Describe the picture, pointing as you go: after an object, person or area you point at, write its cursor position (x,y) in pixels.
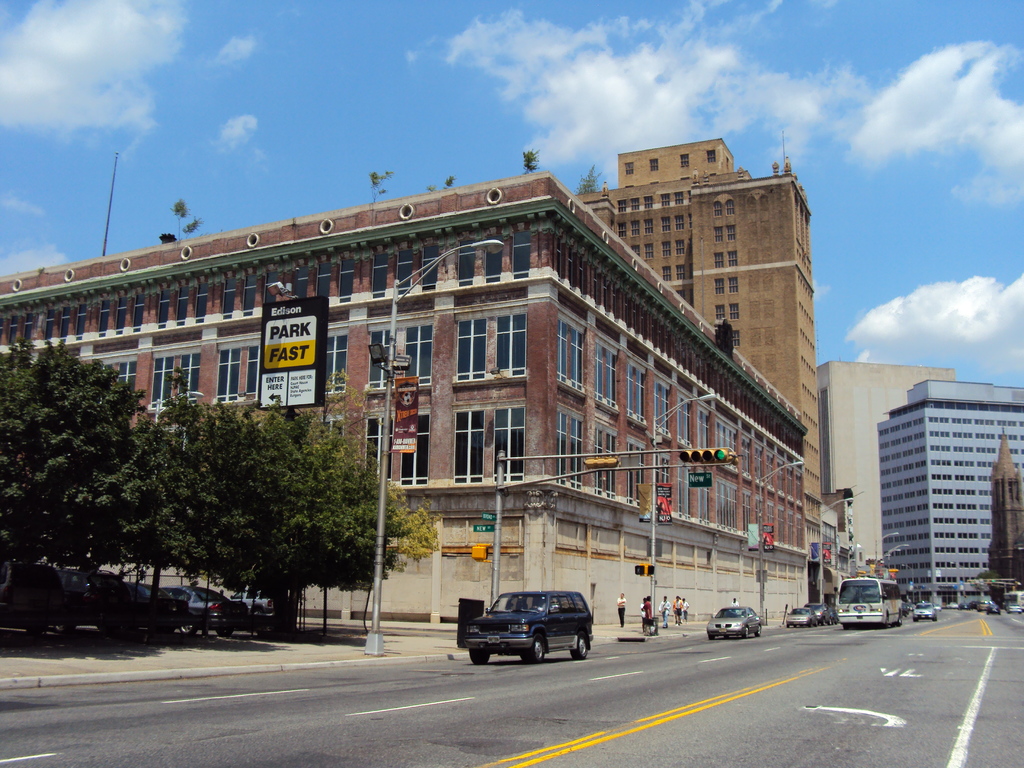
As we can see in the image there are buildings (470,351), trees (182,529), few people (619,605) here and there, street lamps (657,420), bus (872,592) and cars (837,609). On the top (640,102) there is sky (425,90) and clouds (713,78).
